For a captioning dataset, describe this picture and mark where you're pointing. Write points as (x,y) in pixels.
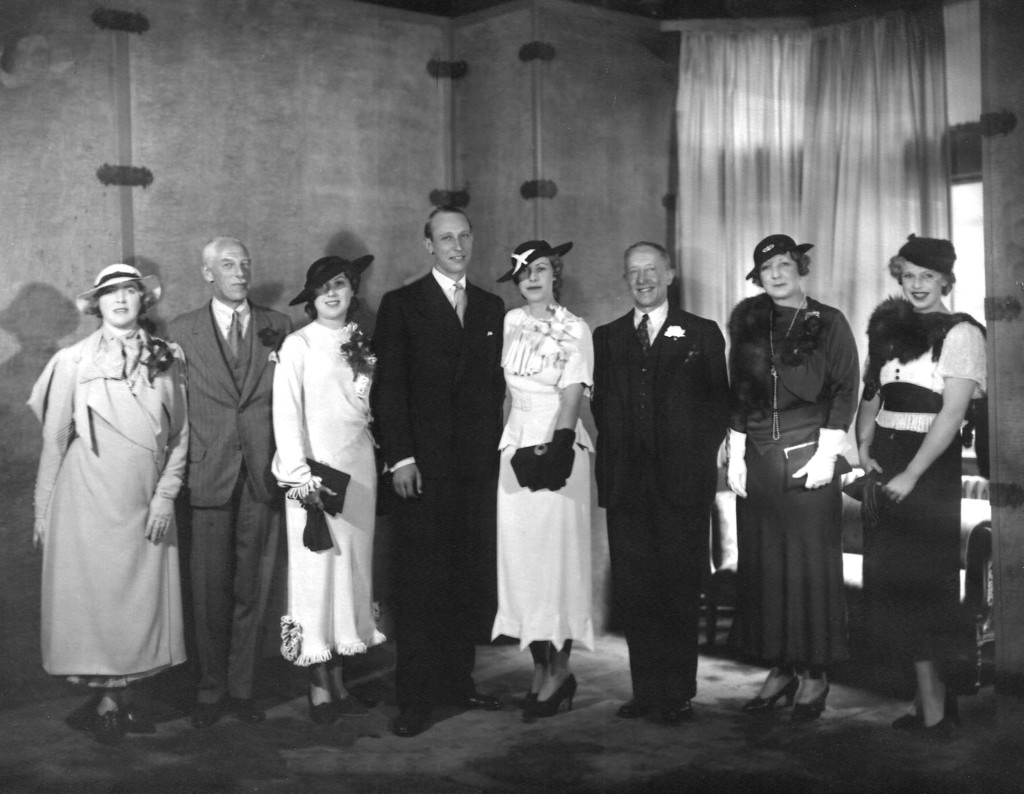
This is a black and white picture, in this image we can see a few people (367,523) standing, among them, some people (361,586) are holding the objects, also we can see a curtain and a couch (854,631), in the background (472,15), we can see the wall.
